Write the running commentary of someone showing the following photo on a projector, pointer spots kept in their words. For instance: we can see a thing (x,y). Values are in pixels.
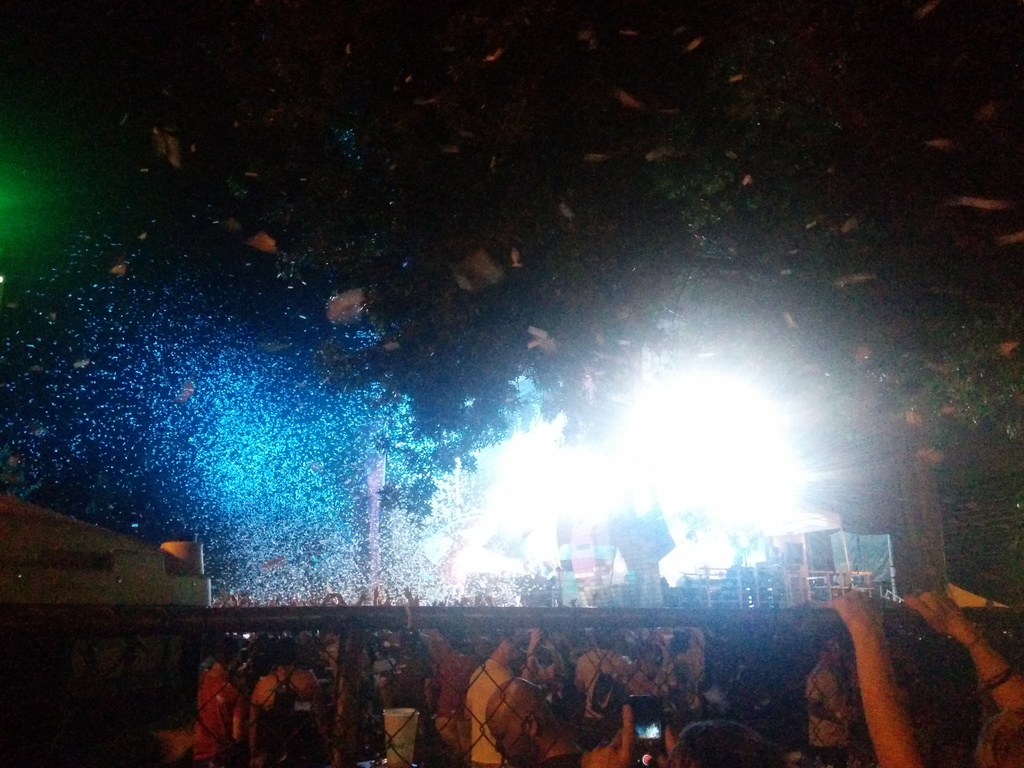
In this image there are people (837,681) and we can see a fence (715,707). In the background (517,560) there are lights (724,479) and sheds (135,573).
